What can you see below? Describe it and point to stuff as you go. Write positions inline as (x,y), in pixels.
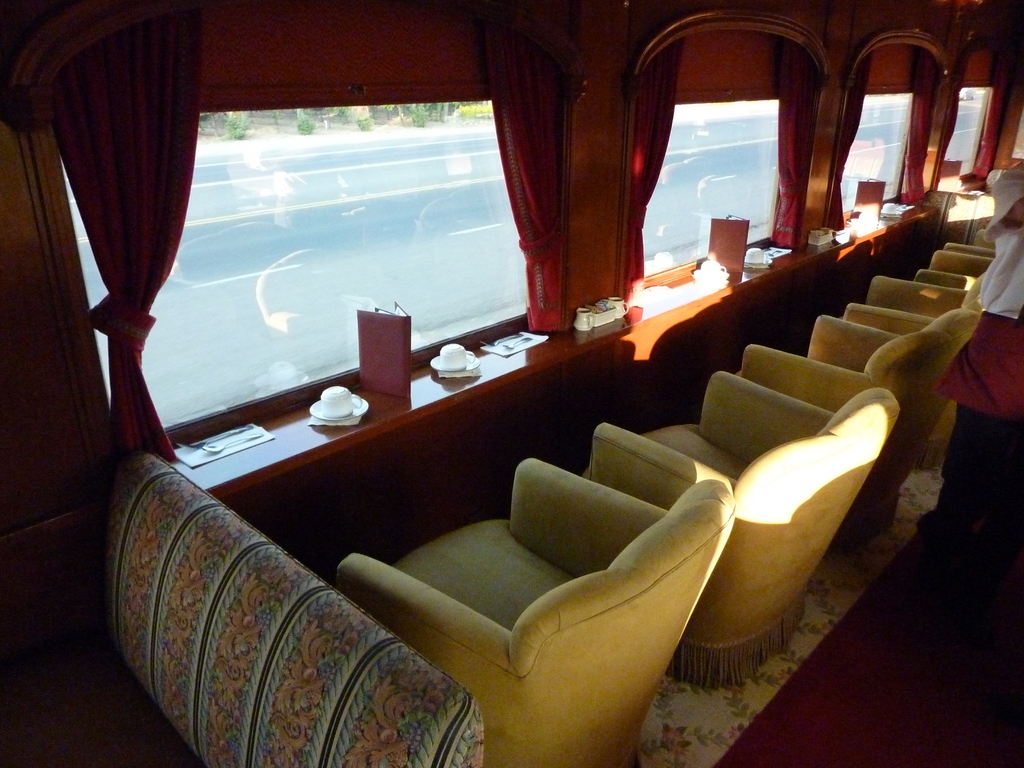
Here in this picture we can see number of chairs (783,373) present on the floor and in front of them we can see cups (326,410) with saucers (342,415) present on the table (282,422) and we can also see spoons (218,448) and forks (251,428) present and in the front (264,398) we can see glass windows (257,250) present and we can also see curtains (527,231) present and through the glass windows (364,297) we can see the road (255,211) and we can also see plants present on the road (230,200) and on the right side (999,235) we can see a person (1016,243) standing and on the left side (307,654) we can see a sofa (271,641) present.
